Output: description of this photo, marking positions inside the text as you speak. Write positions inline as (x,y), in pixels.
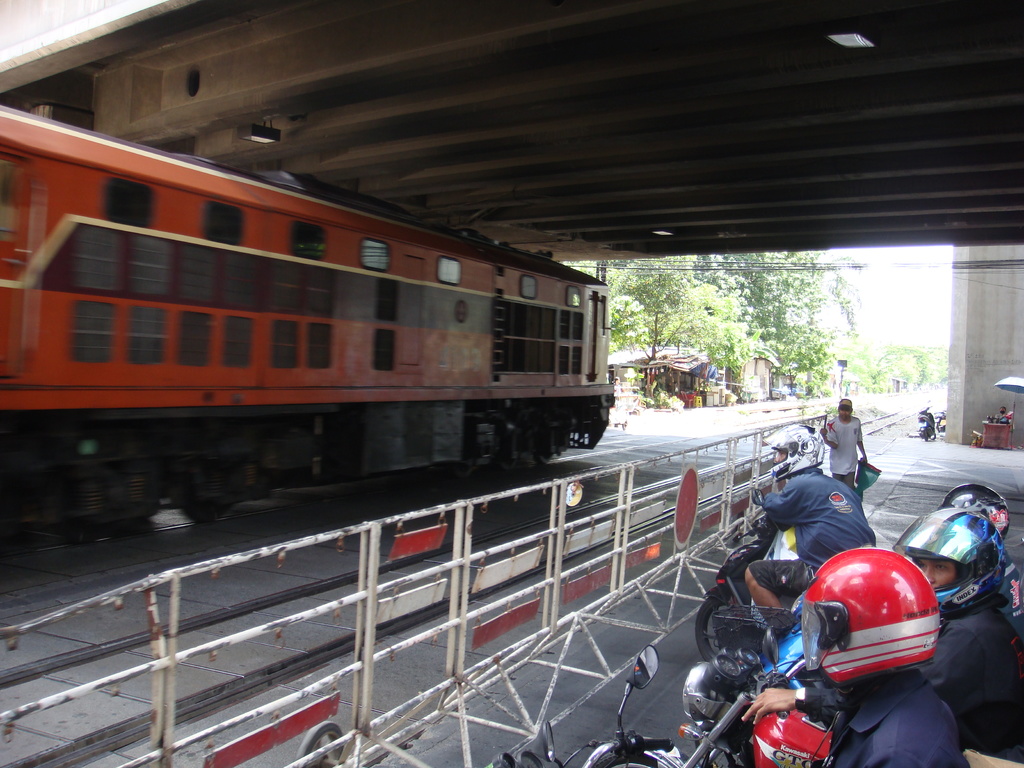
In this image we can see a train (355,426) on the track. Here we can see railing (648,553), bike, umbrella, pillar (955,434), bridge (605,219), lights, huts (753,390), trees (807,364), and sky (897,285). There are few people (838,520) on the bikes (729,636) and we can see a person (851,419) standing on the road (889,504).
